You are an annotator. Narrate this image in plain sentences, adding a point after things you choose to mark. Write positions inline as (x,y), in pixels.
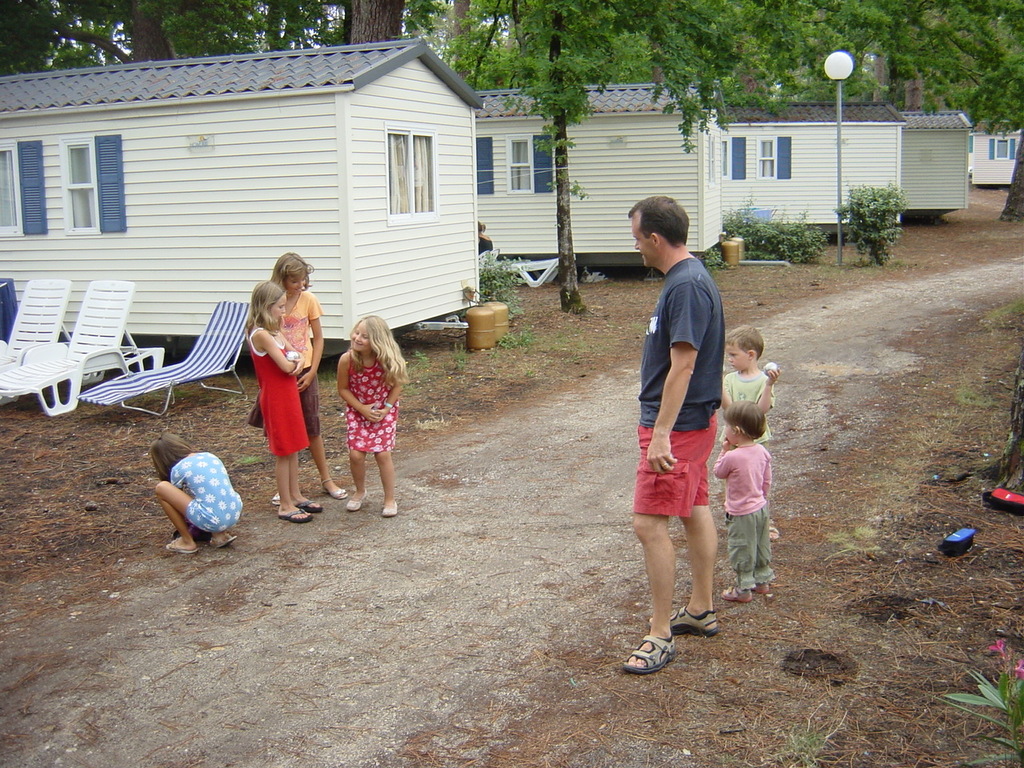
In this picture we can see persons (313,501) on the road (611,528), in the background we can see sheds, trees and pole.
